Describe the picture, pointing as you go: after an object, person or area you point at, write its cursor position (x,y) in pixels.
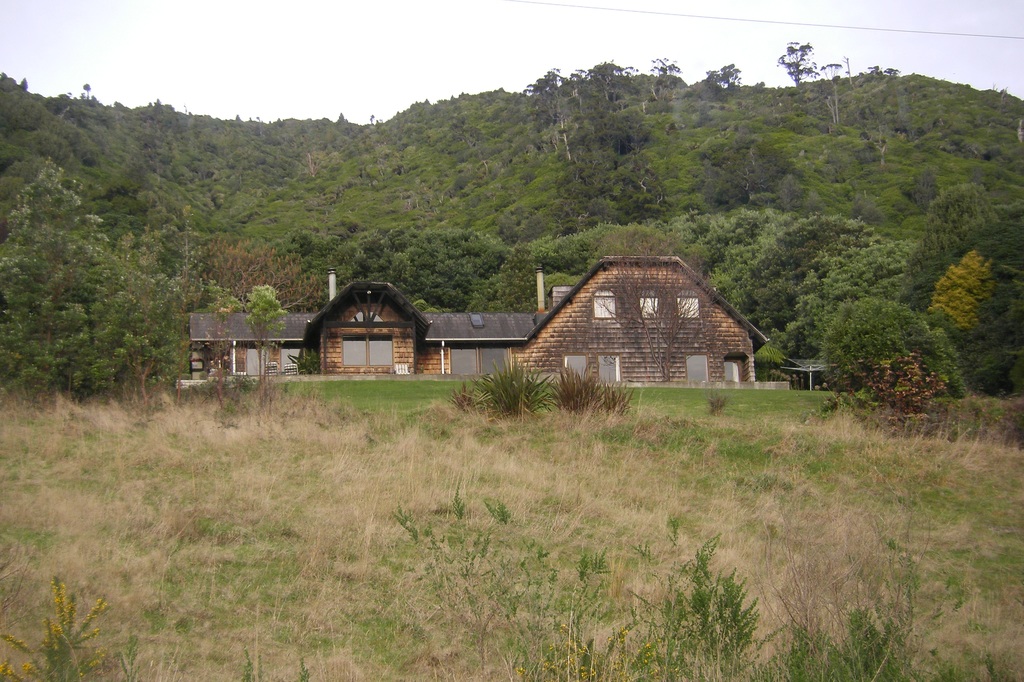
In this picture we can see plants (530,396), house (714,354) with windows (648,304), trees (500,228) and in the background (361,122) we can see sky (775,58).
